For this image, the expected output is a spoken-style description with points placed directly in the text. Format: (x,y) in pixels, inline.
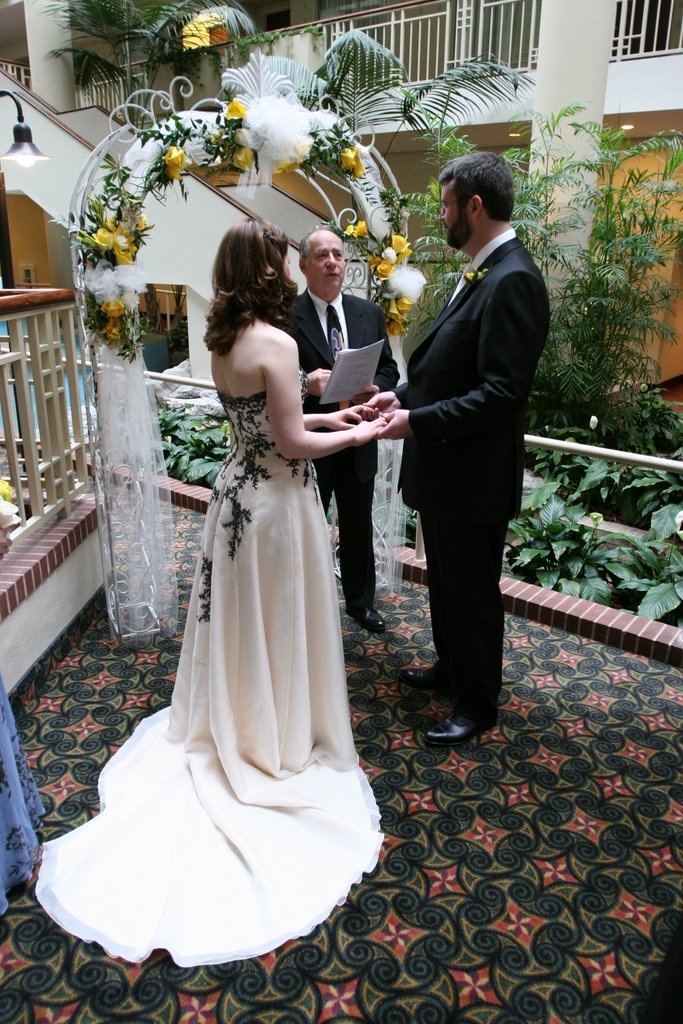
In this image we can see two men (303,306) and one woman (283,745). Men (303,306) are wearing black color coat (346,313). The woman (287,282) is wearing white color gown (206,762). Background of the image (170,201) we can see stairs (42,143), railing (49,369), pillars (562,34), plants (575,332) and flowers (128,334). We can see carpet (462,899) at the bottom (440,840).
